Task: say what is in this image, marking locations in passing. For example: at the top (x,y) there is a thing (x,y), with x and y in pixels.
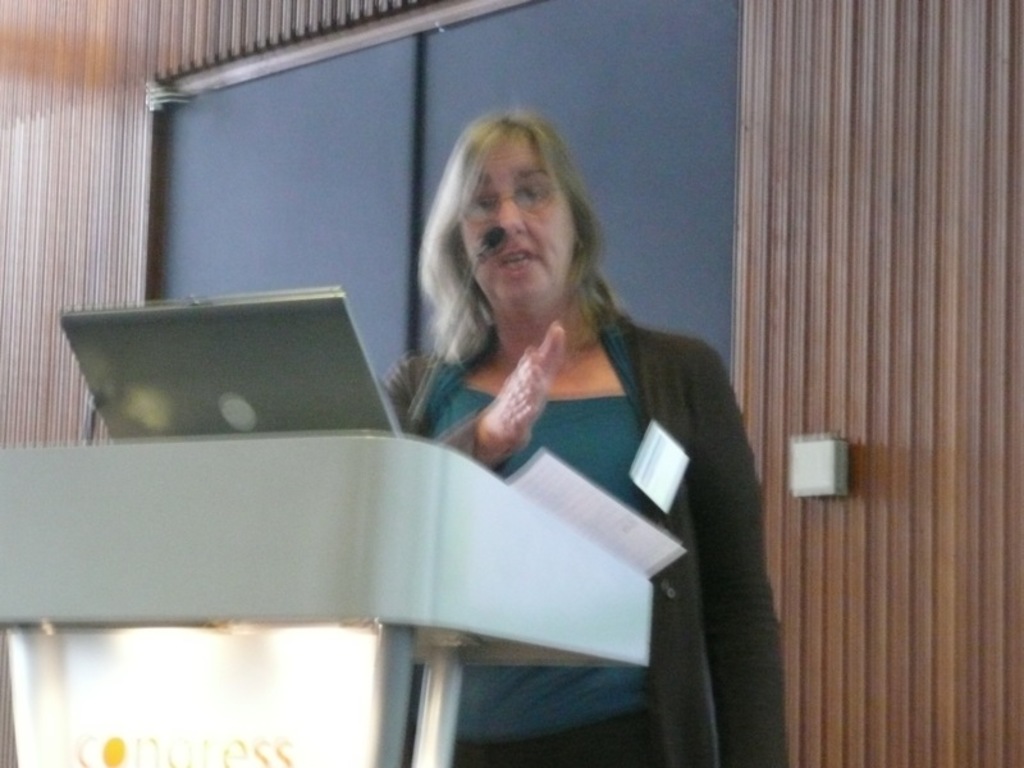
In this image we can see a woman (733,562) standing in front of the podium (466,523), on the podium (0,529), we can see a laptop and a mic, in the background (508,67), it looks like a window (372,183) and the wall (48,184).
